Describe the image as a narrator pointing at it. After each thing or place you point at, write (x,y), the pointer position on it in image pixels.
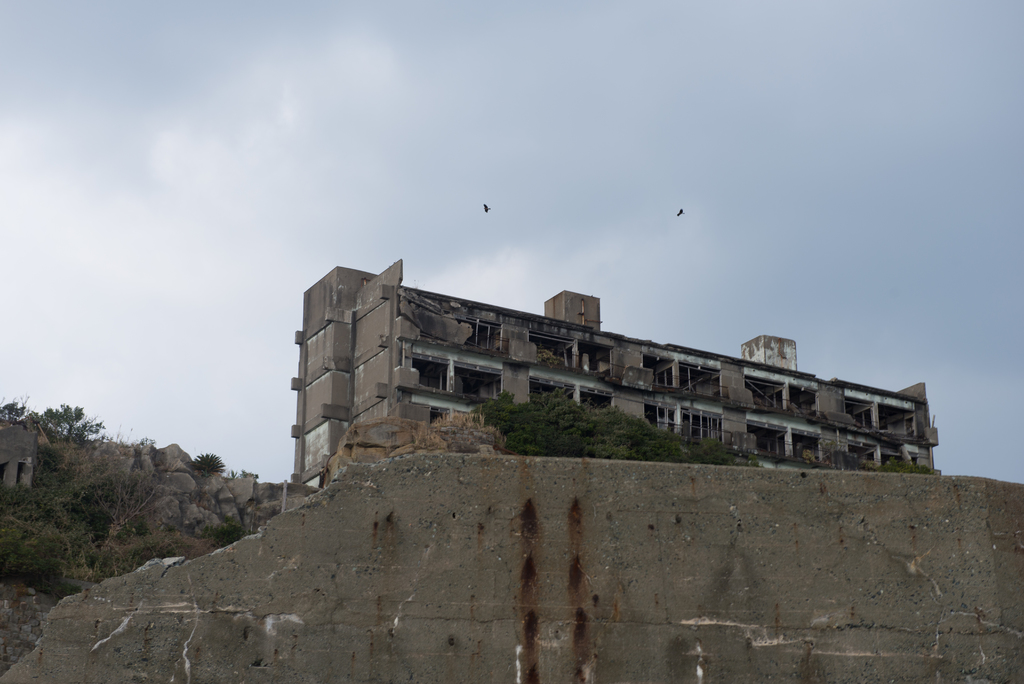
In this image I can see the building (376,293), few trees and I can see few rocks (254,523) and two birds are flying in the air (427,135) and the sky (328,96) is in white and blue color. In front (446,578) I can see the wall (447,565).
